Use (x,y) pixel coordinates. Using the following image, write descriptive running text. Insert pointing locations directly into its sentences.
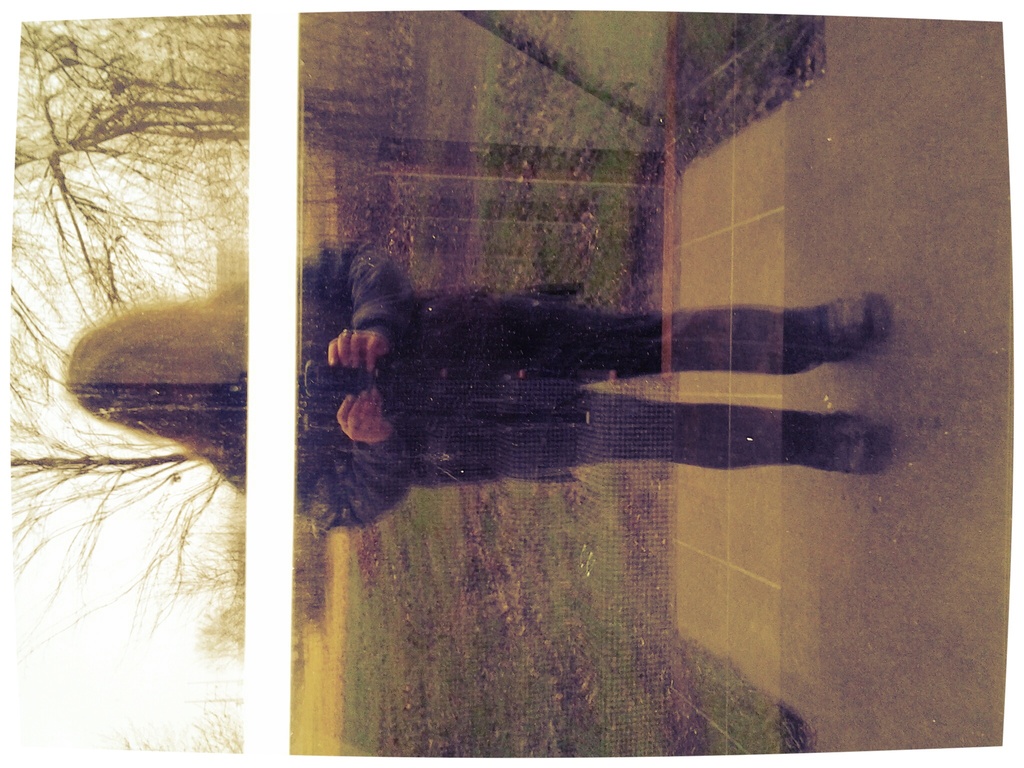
This is a tilted image, in this image there is a lady (410,375) standing, in the background (61,517) there are trees (71,534) and it is blurred.
